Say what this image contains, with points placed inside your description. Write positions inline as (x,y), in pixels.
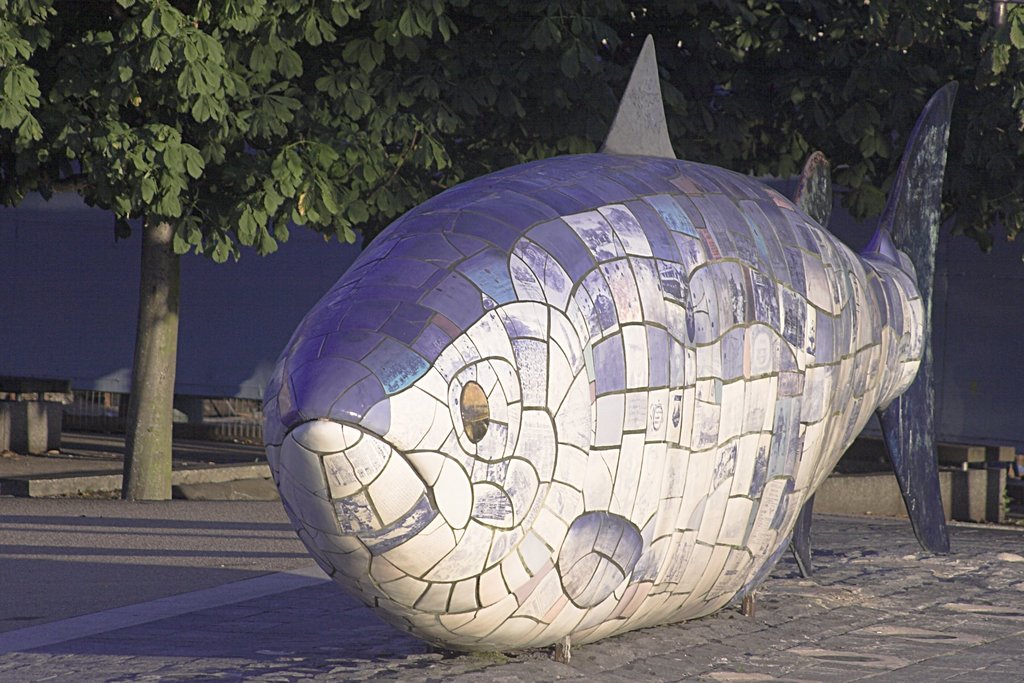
In the center of the image (456,298) we can see a sculpture (596,512). In the background (767,122) there are trees (745,98) and we can see a fence (269,317).
